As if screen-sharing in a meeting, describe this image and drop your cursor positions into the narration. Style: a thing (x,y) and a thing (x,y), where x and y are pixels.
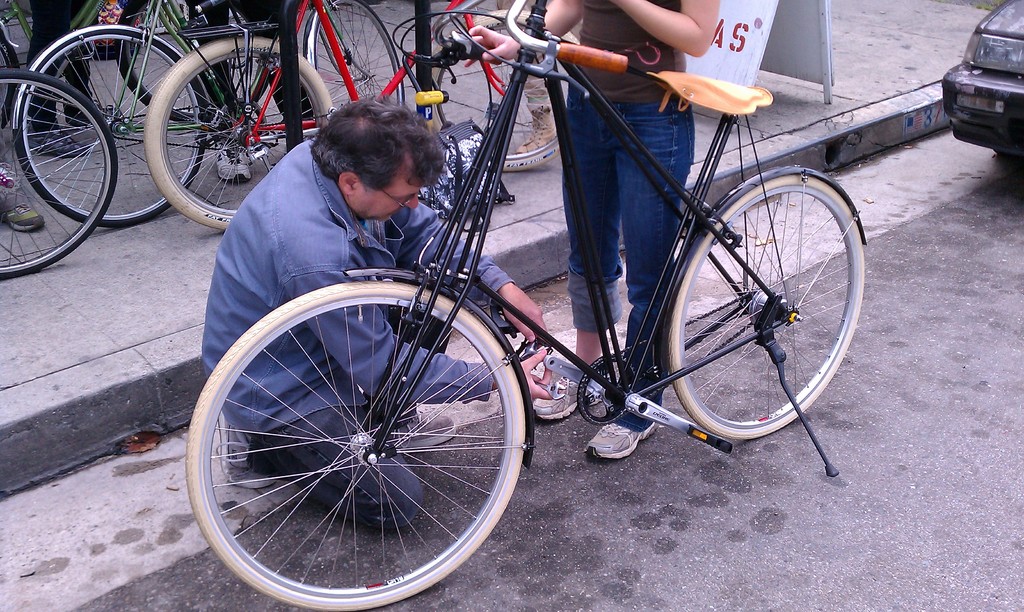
In this image I can see the road (830,498), a car (989,120) which is black in color and a bicycle (687,320) which is black in color on the road (856,536). I can see a person (370,299) is sitting and a person (613,230) is standing beside the bicycle (320,302). I can see the sidewalk (86,306) and on the side walk (76,290) I can see few bicycles (183,56) and a white colored board (790,14).
